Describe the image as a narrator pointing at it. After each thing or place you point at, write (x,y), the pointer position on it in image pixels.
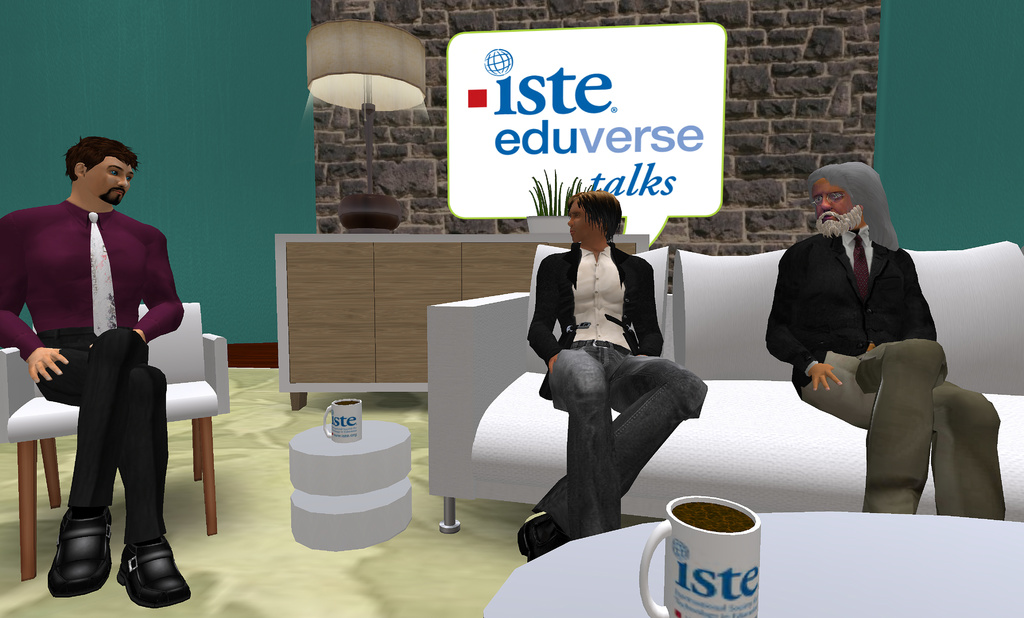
This image is a animated picture in which I can see three persons (966,437) are sitting on the sofa (654,475) and a chair (200,465) in front of a table (862,540) on which a cup (729,571) is there. In the background (269,163) I can see a wall (277,177), lamp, board (572,41) and a houseplant (557,198).
